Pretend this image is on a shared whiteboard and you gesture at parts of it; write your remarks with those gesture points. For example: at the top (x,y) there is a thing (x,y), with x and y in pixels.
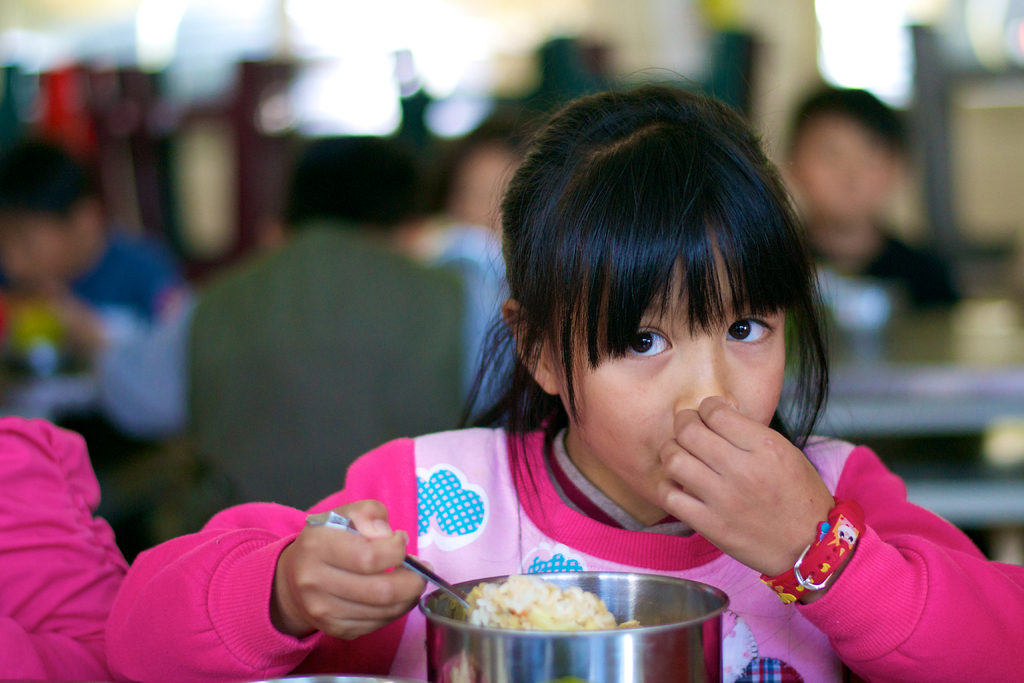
In this picture there is a small girl (390,663) wearing a pink color top (787,630), sitting and eating the food (500,615) from the silver box (583,646). Behind there is a blur background (54,107).
